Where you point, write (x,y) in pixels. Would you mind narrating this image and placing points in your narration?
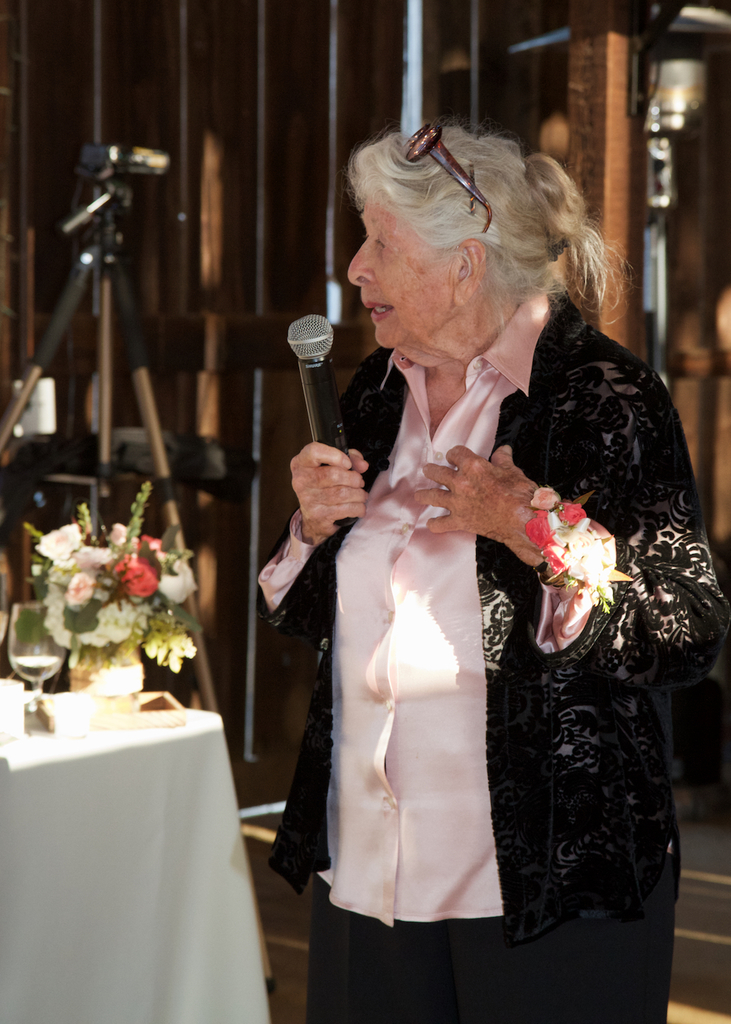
In the middle of the image (294,551) a woman (653,493) is standing and holding a microphone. Bottom left side of the image (106,753) there is a table (85,743) on the table (85,743) there is a glass (23,614) and a flower pot (120,591).
